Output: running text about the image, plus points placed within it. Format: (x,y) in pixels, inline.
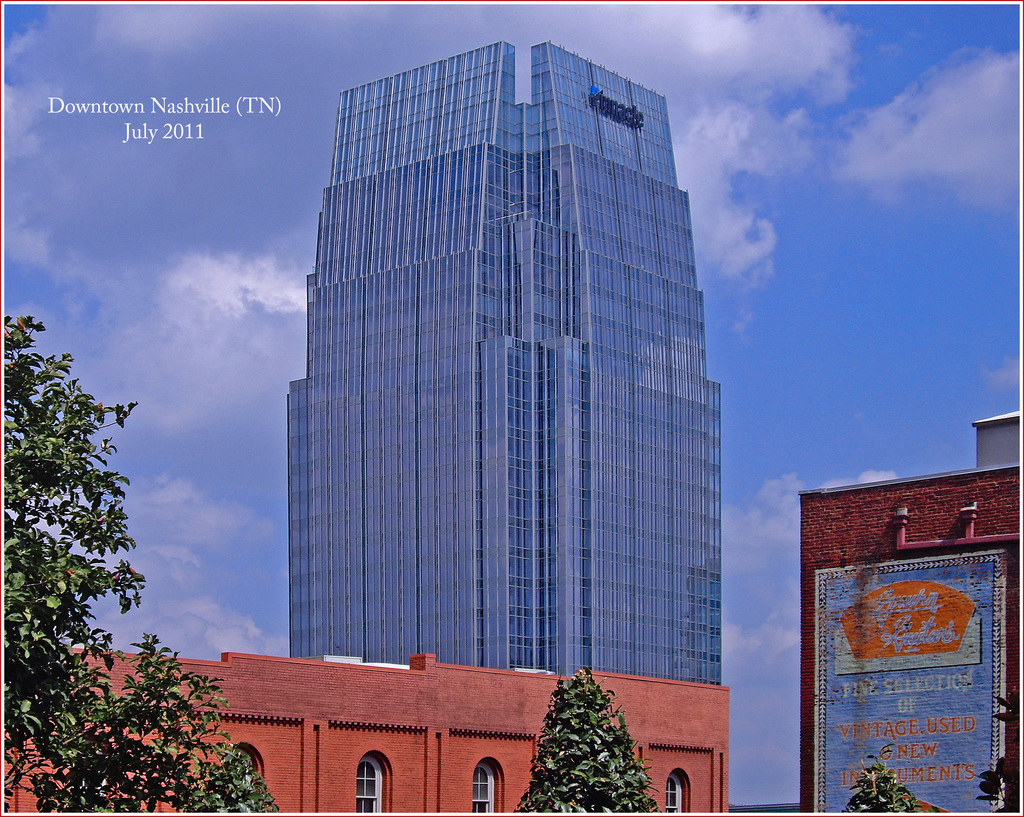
In the center of the image (597,346) there are buildings (546,683). There are trees (202,698). In the background of the image (750,425) there is sky (840,233) and clouds (189,326).
